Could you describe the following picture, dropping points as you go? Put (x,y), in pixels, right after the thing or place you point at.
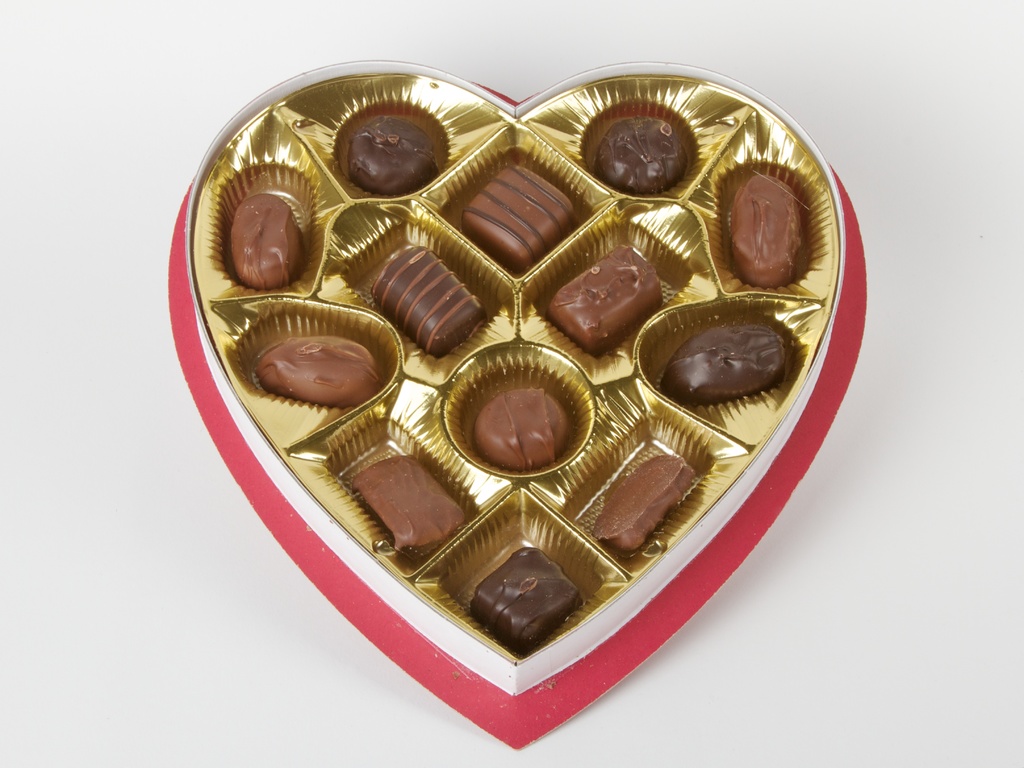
In this image I can see there are chocolates (522,241) kept in the box (473,646).
